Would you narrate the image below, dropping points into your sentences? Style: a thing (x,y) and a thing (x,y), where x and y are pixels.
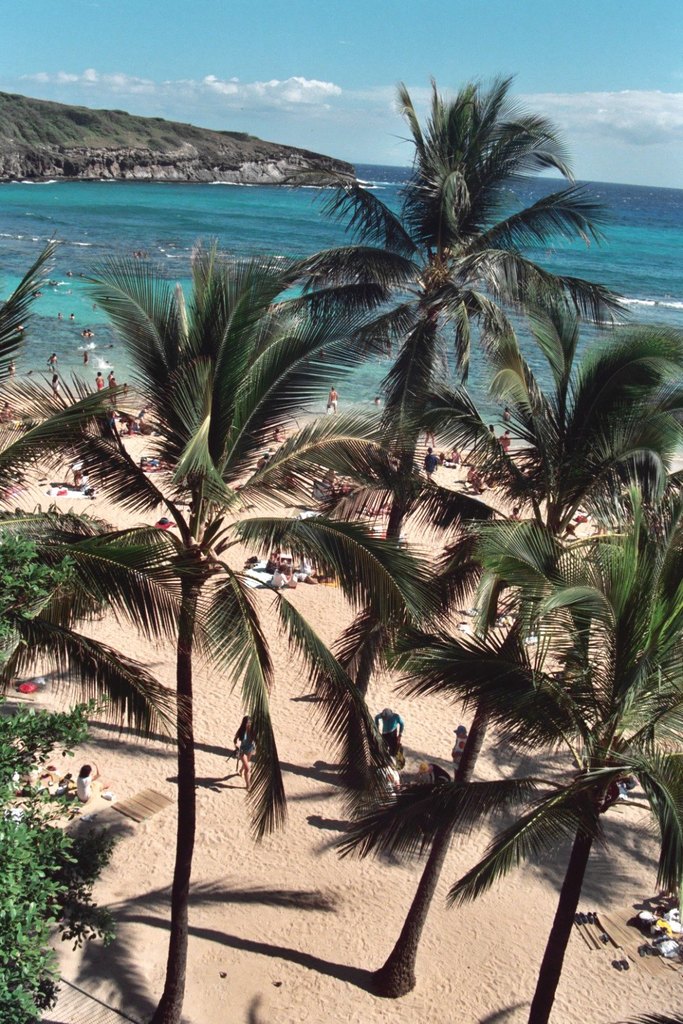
In this image there is the sky (321,67) towards the top of the image (352,70), there are clouds (618,106) in the sky (412,67), there is a mountain (106,138) towards the left of the image (91,152), there is water (304,233), there are group of persons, there is sand (295,866), there are trees (321,669).
